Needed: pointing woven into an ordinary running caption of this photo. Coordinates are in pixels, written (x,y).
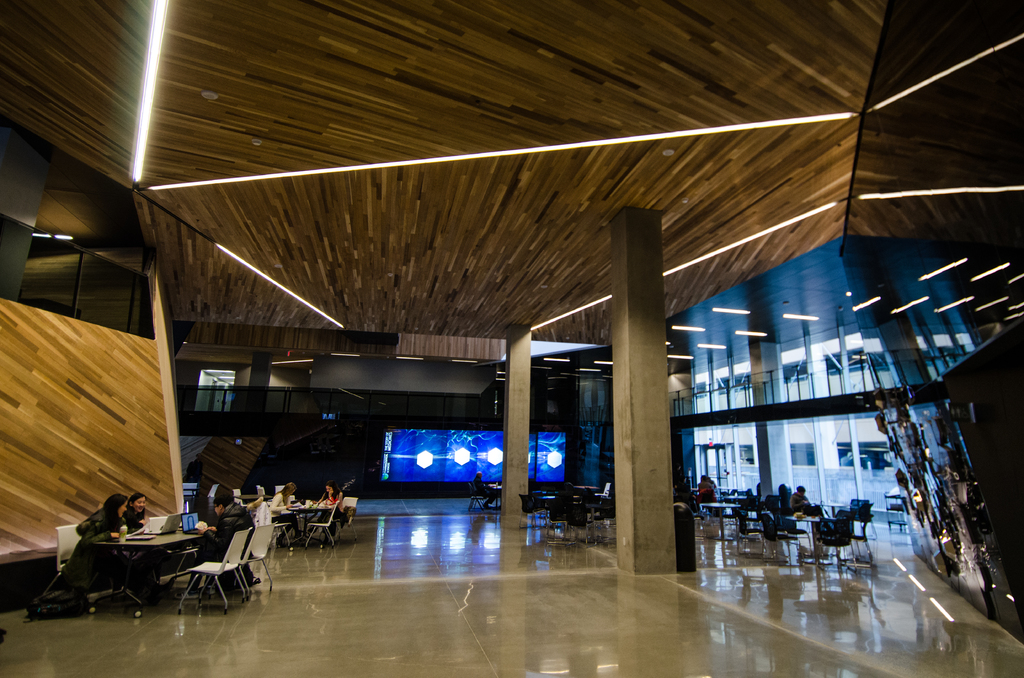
In this picture we can see the floor (521,671), pillars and some people (255,580) are sitting on chairs (239,542) and in front of them we can see tables (182,535), laptops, bottle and some objects (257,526) and in the background (669,329) we can see the lights (691,354), buildings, ceiling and railings (390,403).
